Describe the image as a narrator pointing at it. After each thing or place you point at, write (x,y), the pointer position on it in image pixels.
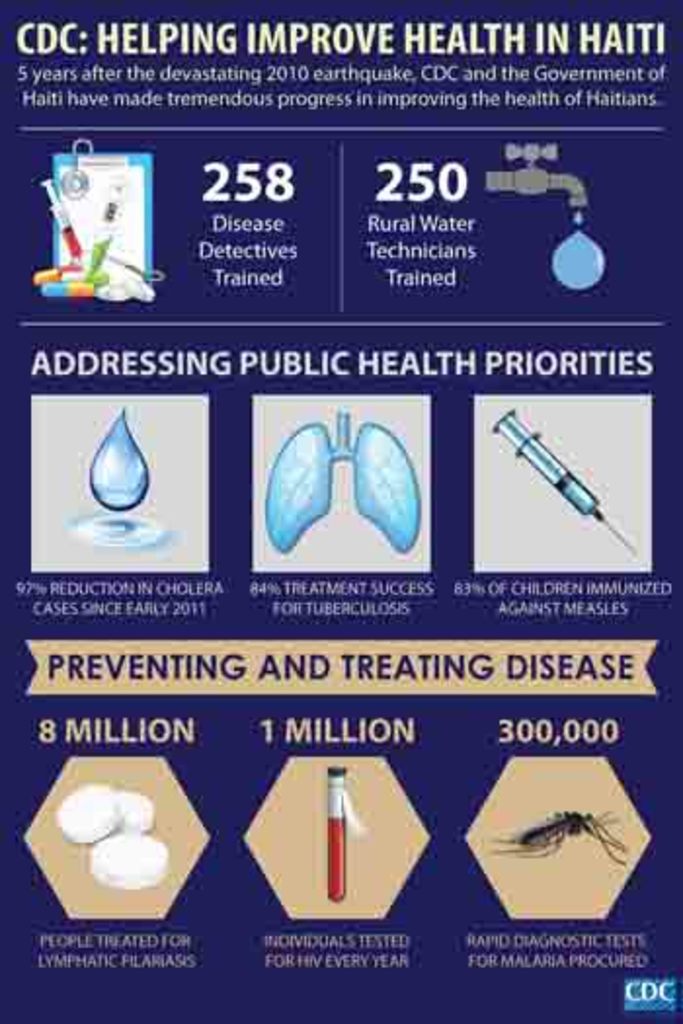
In this picture we can see the poster (437,1002). In the poster (594,959) we can see the injection (535,451), depiction of lungs (326,483), water drop (126,433), mosquito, capsule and other objects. At the top (67,91) we can see the quotation (527,42).
